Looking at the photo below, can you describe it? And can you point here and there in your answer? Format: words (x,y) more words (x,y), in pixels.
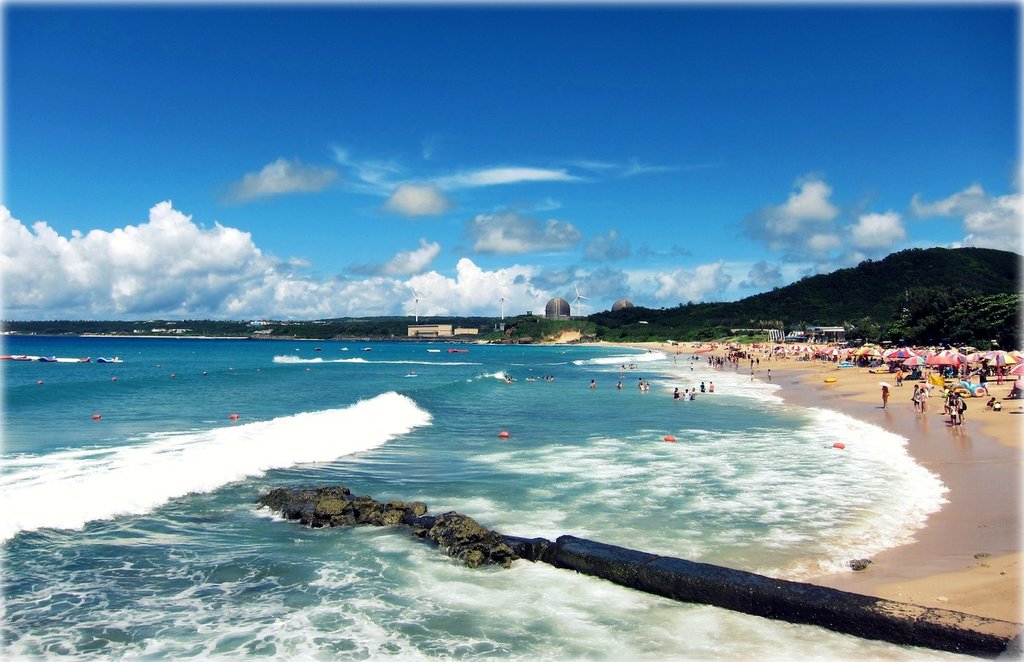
In this image there are group of people (771,379) in water (620,355), there are umbrellas (1009,359), group of people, there are trees (1020,340), buildings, wind mills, hills (824,289), and in the background (575,257) there is sky (545,118).
